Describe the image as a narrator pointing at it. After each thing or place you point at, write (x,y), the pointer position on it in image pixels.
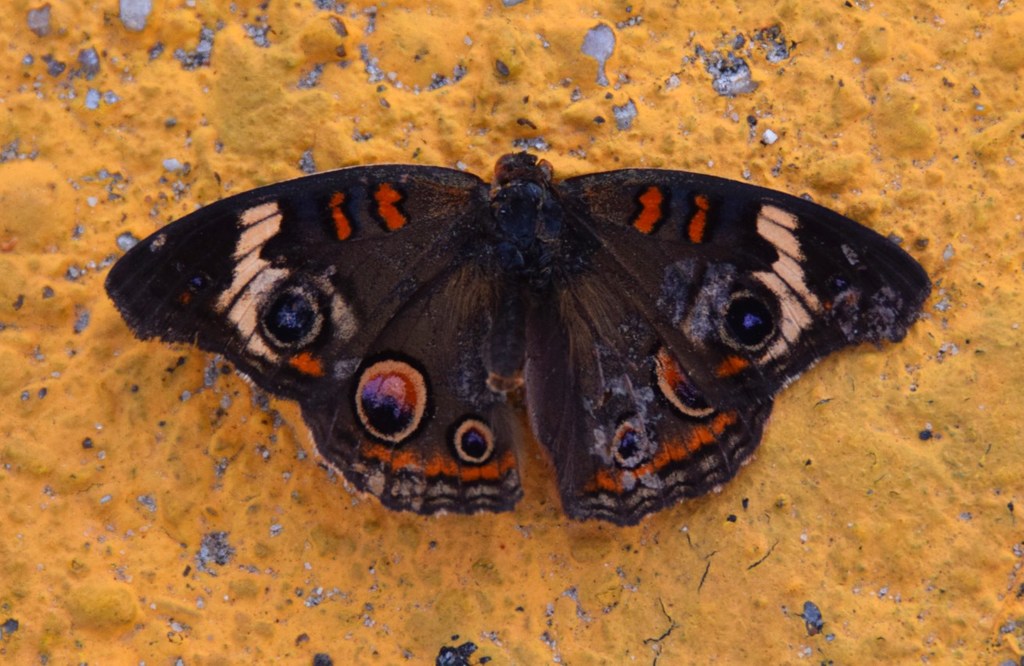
In the picture I can see a black color butterfly (545,387) on the yellow color surface (157,124).
